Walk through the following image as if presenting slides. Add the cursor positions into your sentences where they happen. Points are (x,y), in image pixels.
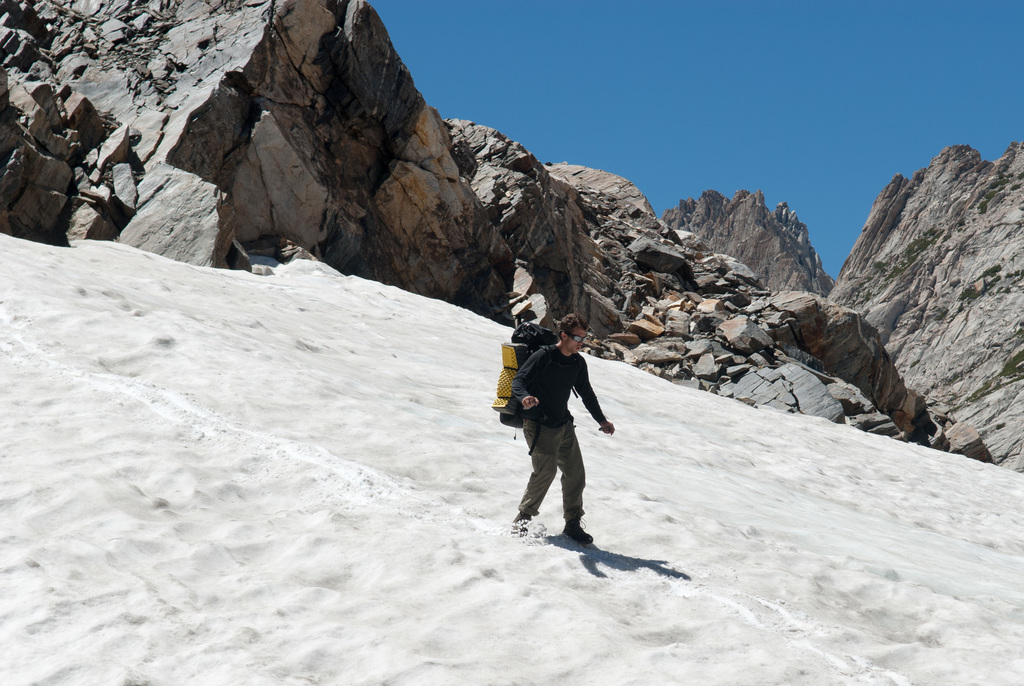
In this picture I can see a man (568,454) in front (551,377) who is standing and I see that he is wearing a backpack (508,367) and I see the white snow (349,385) and in the background (347,206) I see the rocky mountains (714,214) and I see the clear sky (755,89).
